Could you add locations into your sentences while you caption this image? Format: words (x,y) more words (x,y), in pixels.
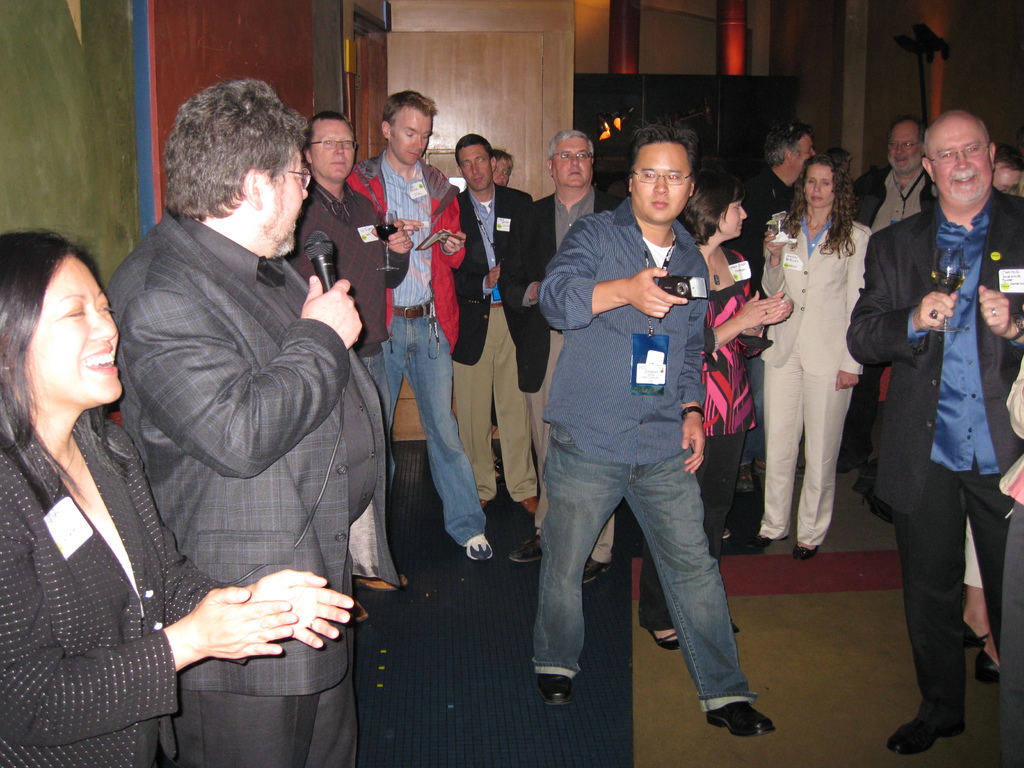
In this picture we can observe some people (621,381) standing on the floor (503,556). There are men (221,359) and women (725,192) in this picture. On the left side (247,411) we can observe a man (301,330) holding a mic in his hand (309,298). We can observe a door (430,44) in the background (495,139).
